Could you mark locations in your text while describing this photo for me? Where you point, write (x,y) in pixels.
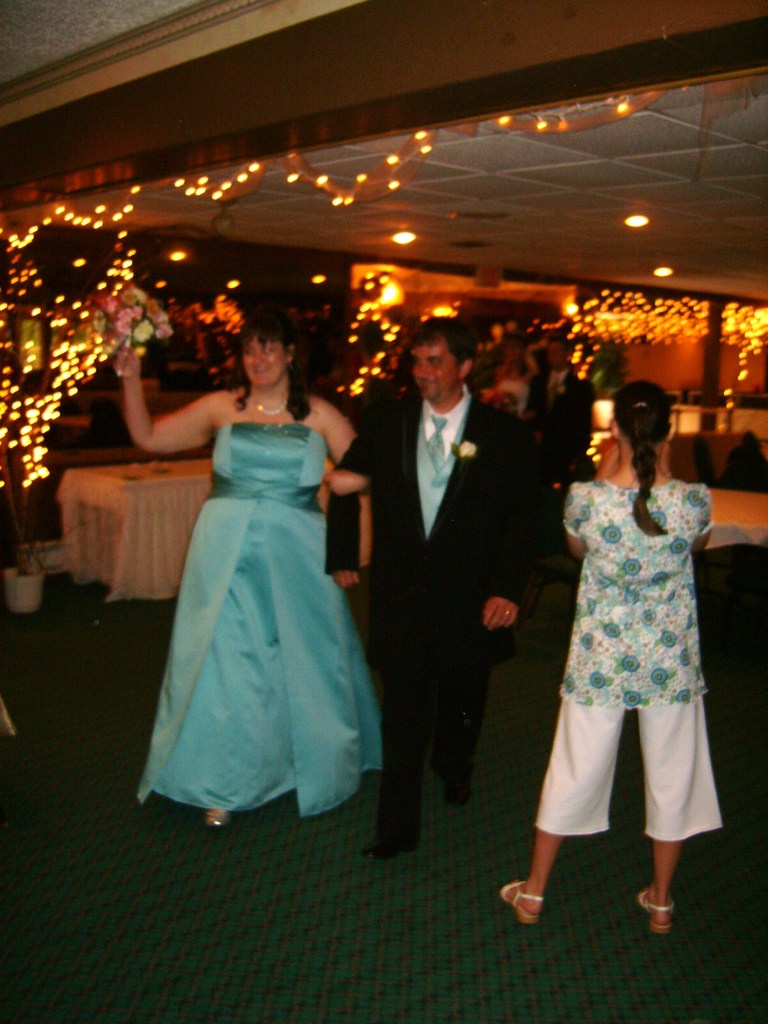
This picture shows few people (465,665) walking and we see a woman (309,519) holding a man's hand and a girl (704,685) standing on the side and few people (559,397) on the back (529,353) and we see lighting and a table (133,564) on the side.
